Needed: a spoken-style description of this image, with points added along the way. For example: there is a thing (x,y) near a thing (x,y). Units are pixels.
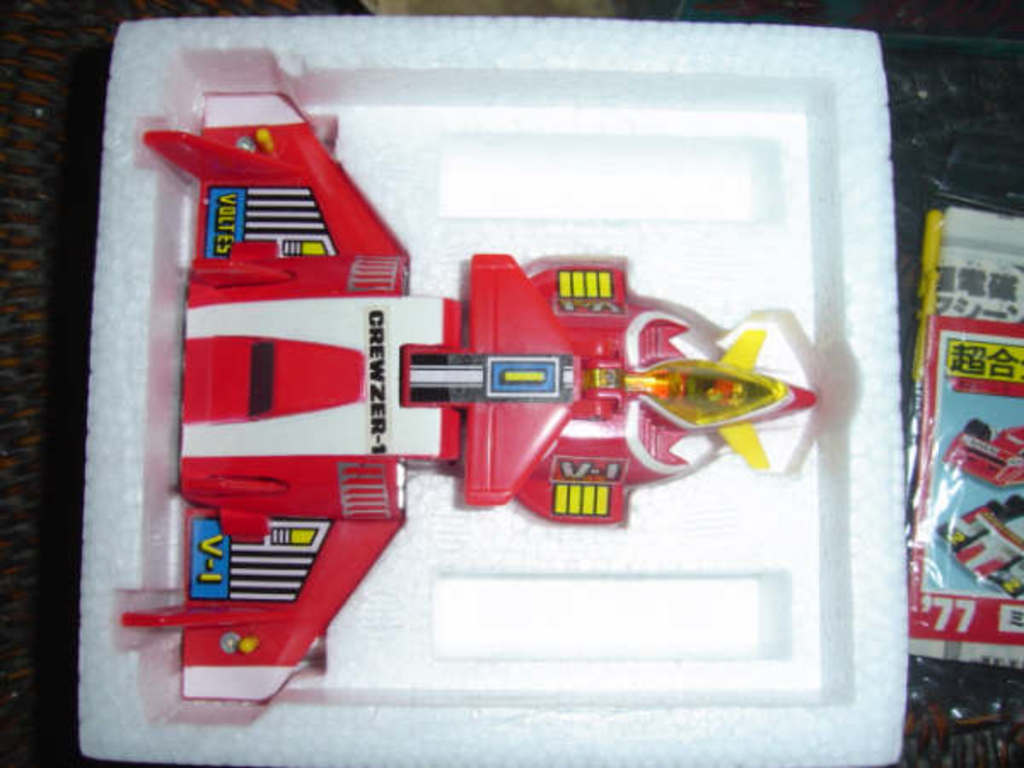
In this picture we can see a toy (221,649) placed on a thermocol box (410,464), plastic cover (948,316) with a poster (1009,449) and these two are placed on a platform (1012,722).
